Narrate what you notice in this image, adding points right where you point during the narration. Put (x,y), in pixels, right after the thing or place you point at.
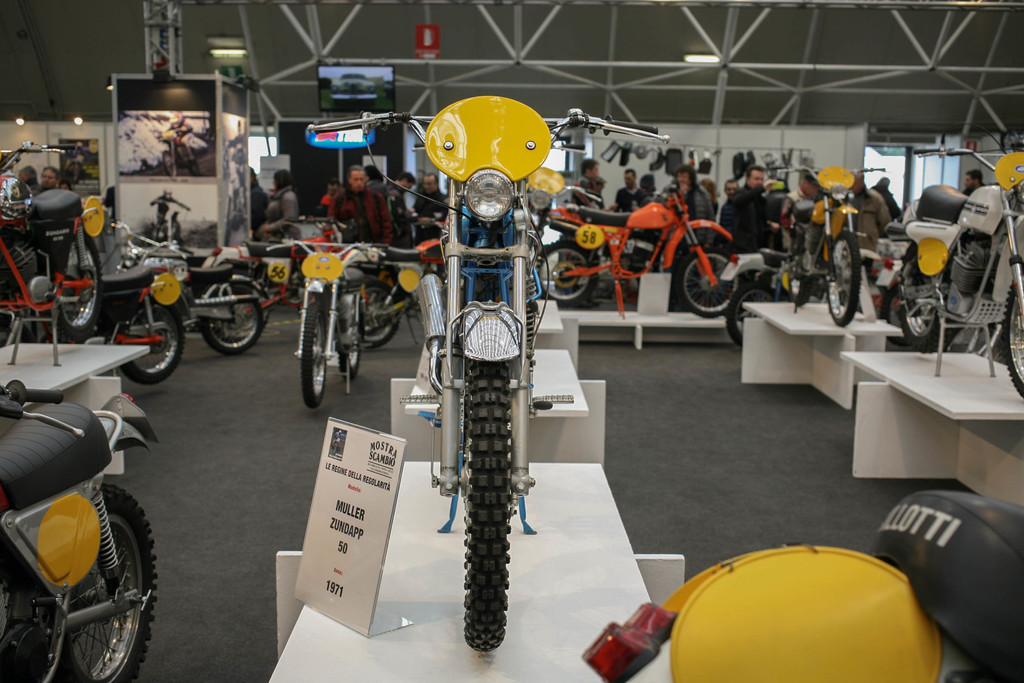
In this image in the foreground (481,334) there is one bike (492,330), and in the background (553,268) there are a group of bikes (831,549) which are kept on some tables (918,422) and there are some boards (391,478) and helmets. And in the background (340,188) there are a group of people (888,203), and some televisions (330,89), pillar (211,126), wall (955,140), lights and some other objects (89,170). At the top (540,73) there is ceiling (82,41) and poles (925,60) and lights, and at the bottom (257,559) there is floor (682,487).
